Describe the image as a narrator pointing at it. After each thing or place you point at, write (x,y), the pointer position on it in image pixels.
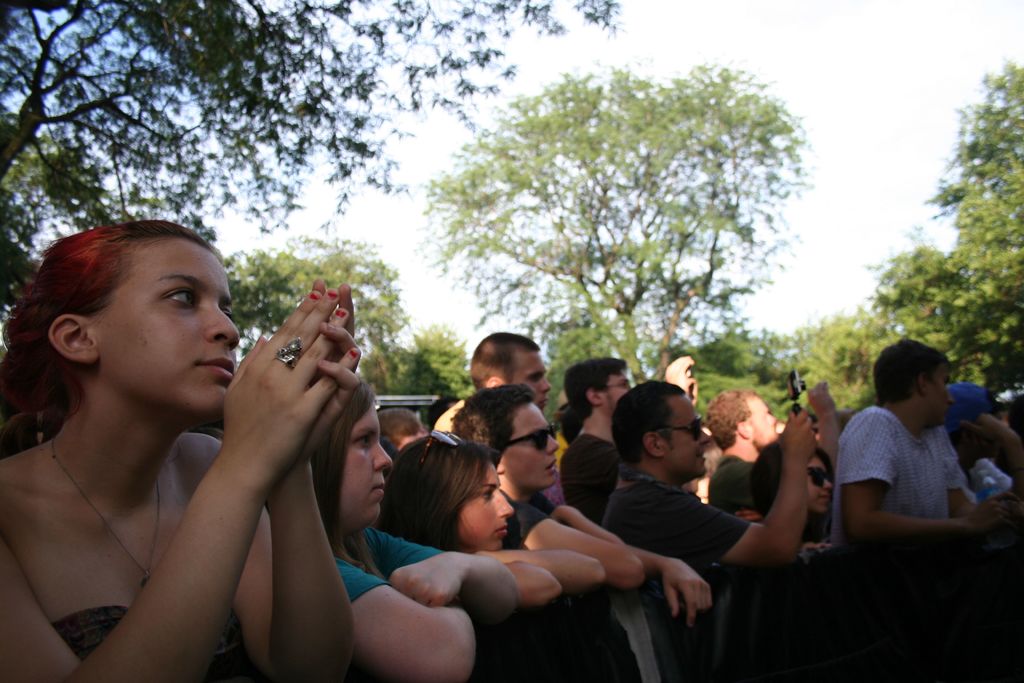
In the image in the center (598,448), we can see a few people (654,506) are standing. In the background (421,140), we can see the sky (399,213), clouds (872,89) and trees (394,305).
